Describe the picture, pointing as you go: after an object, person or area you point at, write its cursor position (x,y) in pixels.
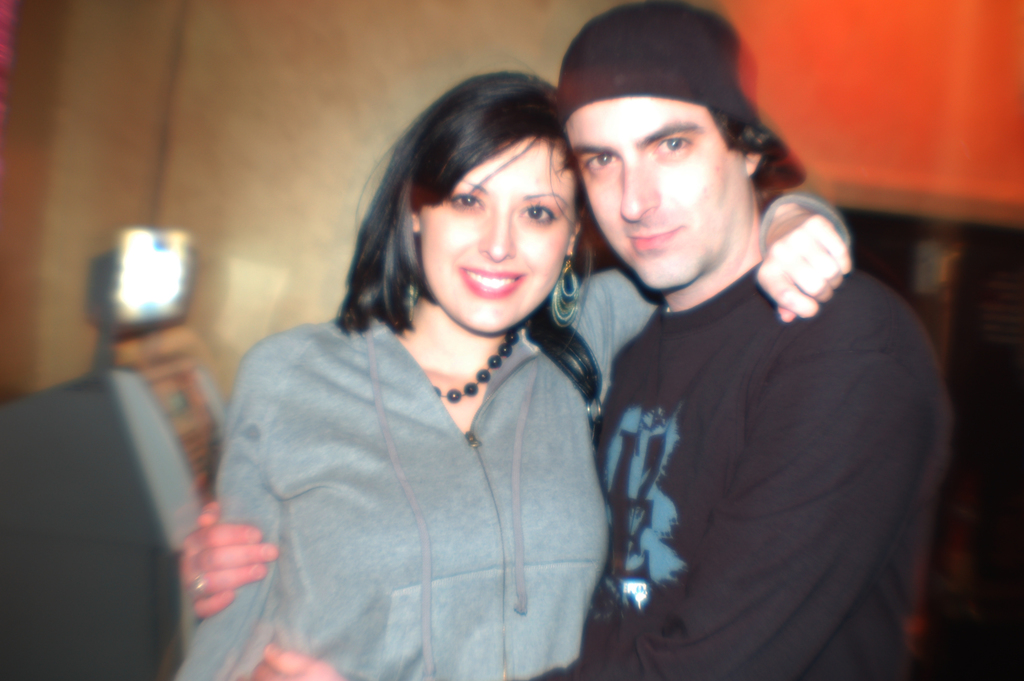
In the picture I can see a man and a woman (469,394) are standing and smiling. In the background (236,228) I can see a wall (236,232) and some other objects (193,465). The background of the image (208,327) is blurred.
